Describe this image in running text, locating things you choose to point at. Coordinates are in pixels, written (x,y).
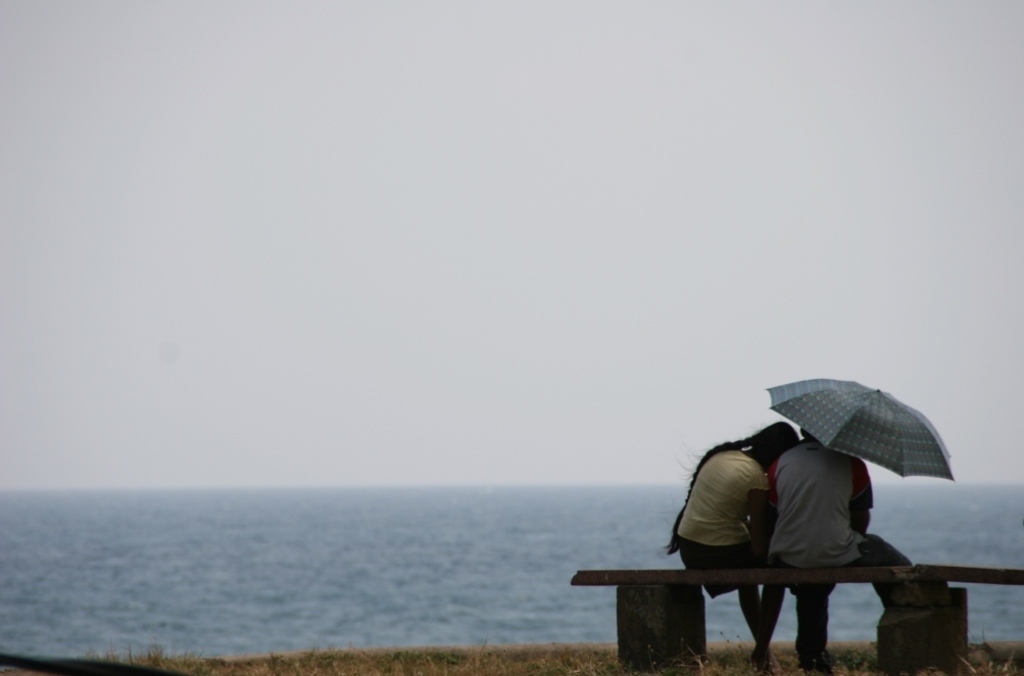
In this image we can see there are people (718,586) sitting on the bench (745,579). Among them one is holding an umbrella (916,452). There is water (530,566). In the background (712,285) we can see the sky (714,255).
